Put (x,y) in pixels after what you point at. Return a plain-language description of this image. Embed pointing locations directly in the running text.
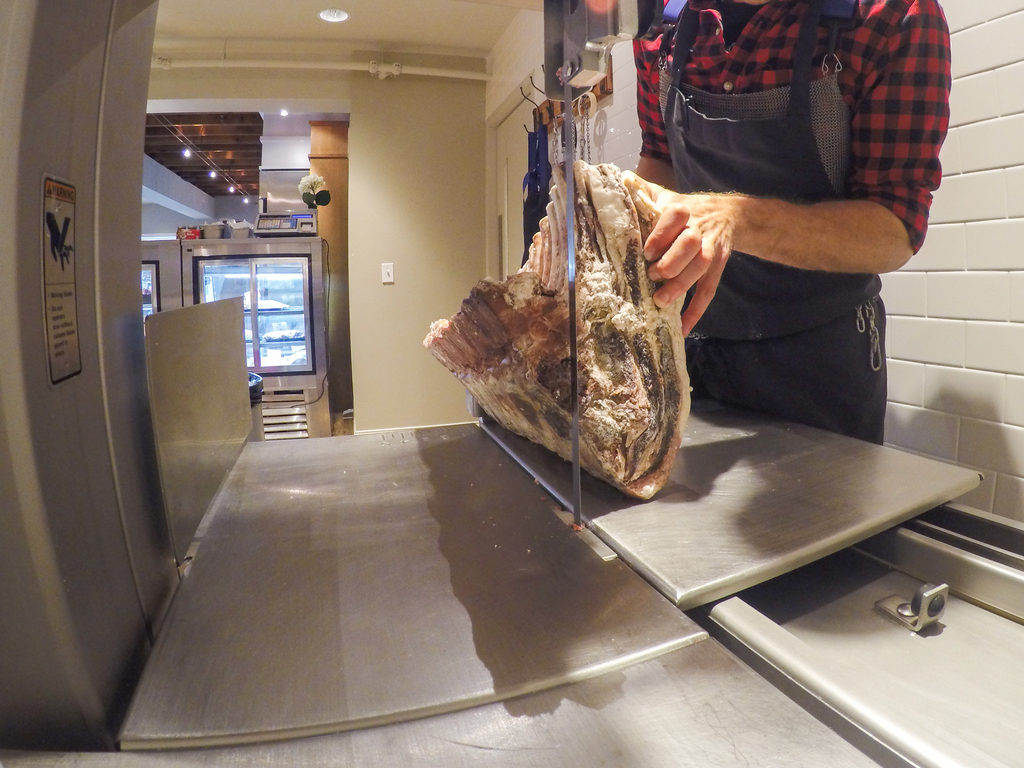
In the image we can see there is a person (832,234) standing and he is wearing an apron (838,279). There is a meat bone (611,302) and the person (783,248) is holding it. Behind there is a small refrigerator (268,303) and there is an iron pole (289,65) on the top (433,66).
